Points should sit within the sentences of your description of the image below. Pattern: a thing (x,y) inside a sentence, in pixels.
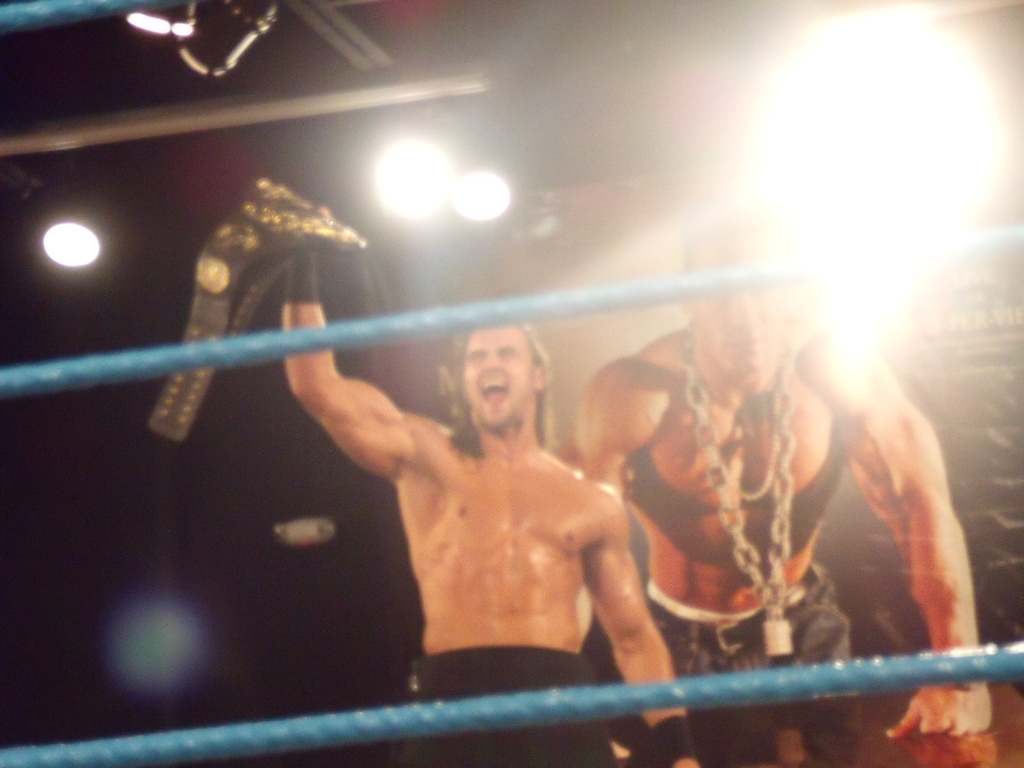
In this image there is a person (508,482) standing in the wrestling ring (314,338) and holding a belt (223,241) in his hand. In the background (629,350) there is a poster (750,365) of a person (772,409). At the top of the image (286,68) there is a ceiling (328,94) with lights (386,161).
